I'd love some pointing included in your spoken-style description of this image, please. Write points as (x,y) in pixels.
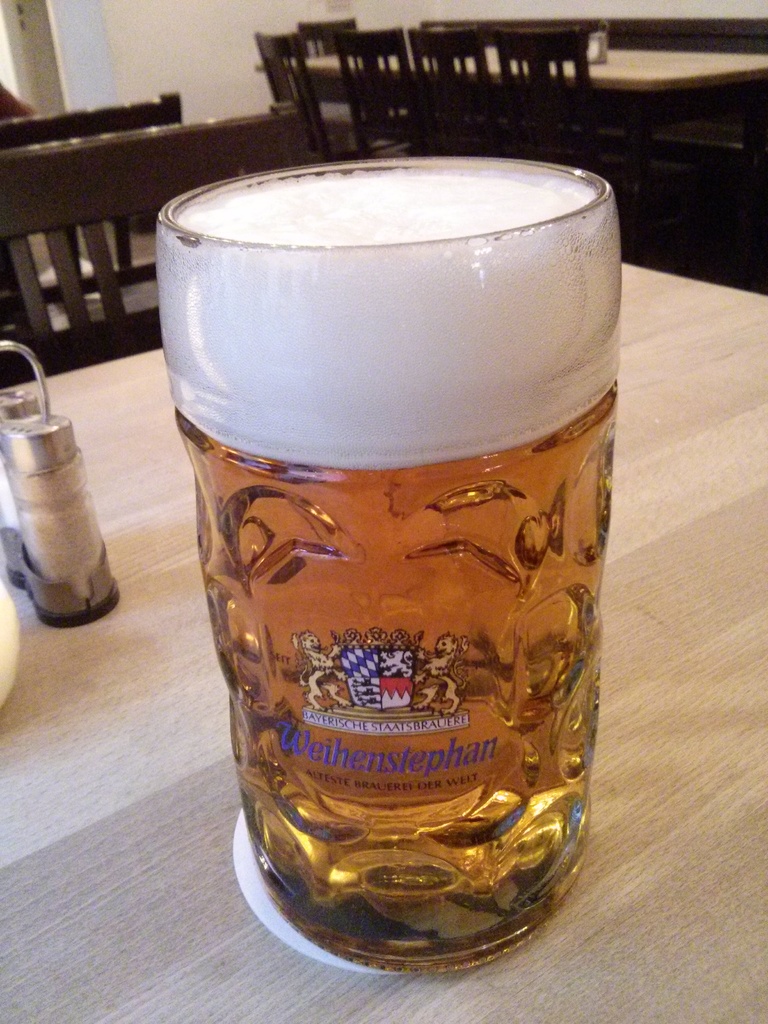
In this image I can see a glass (393,686) and in the background (254,162) I can see few tables (99,491) and few chairs (132,159).
